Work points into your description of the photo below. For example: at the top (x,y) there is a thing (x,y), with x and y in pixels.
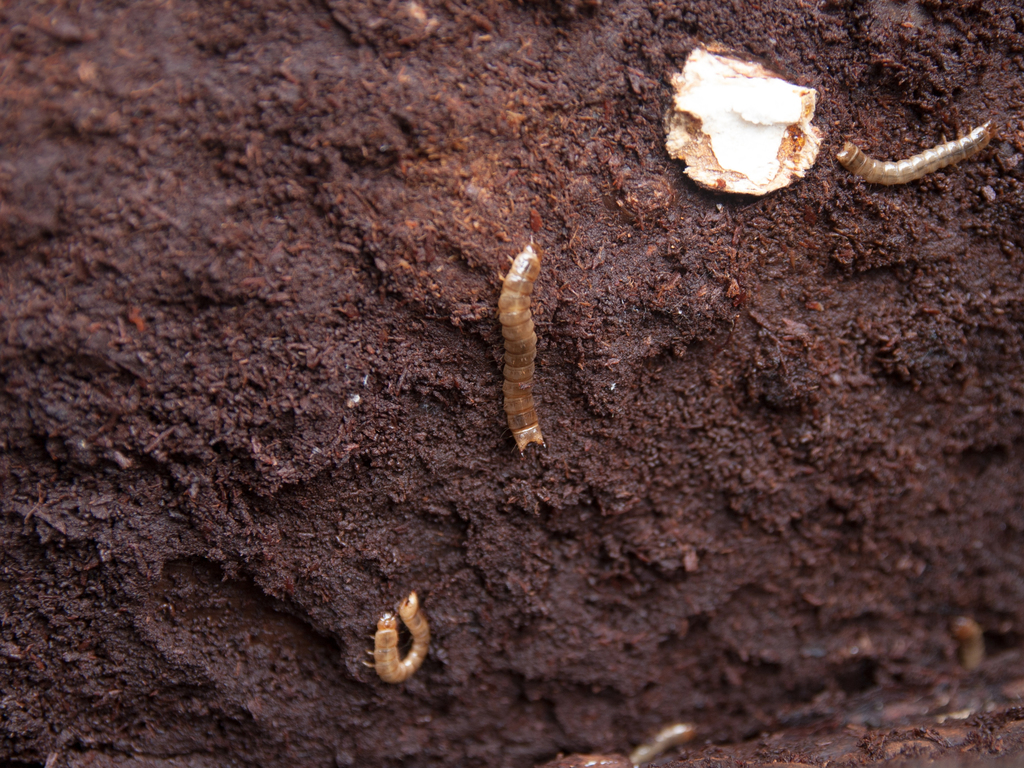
At the bottom (846,758) I can see the ground (783,733). In this image I can see the worms (510,279). The background (485,310) seems to be the mud (190,457).
